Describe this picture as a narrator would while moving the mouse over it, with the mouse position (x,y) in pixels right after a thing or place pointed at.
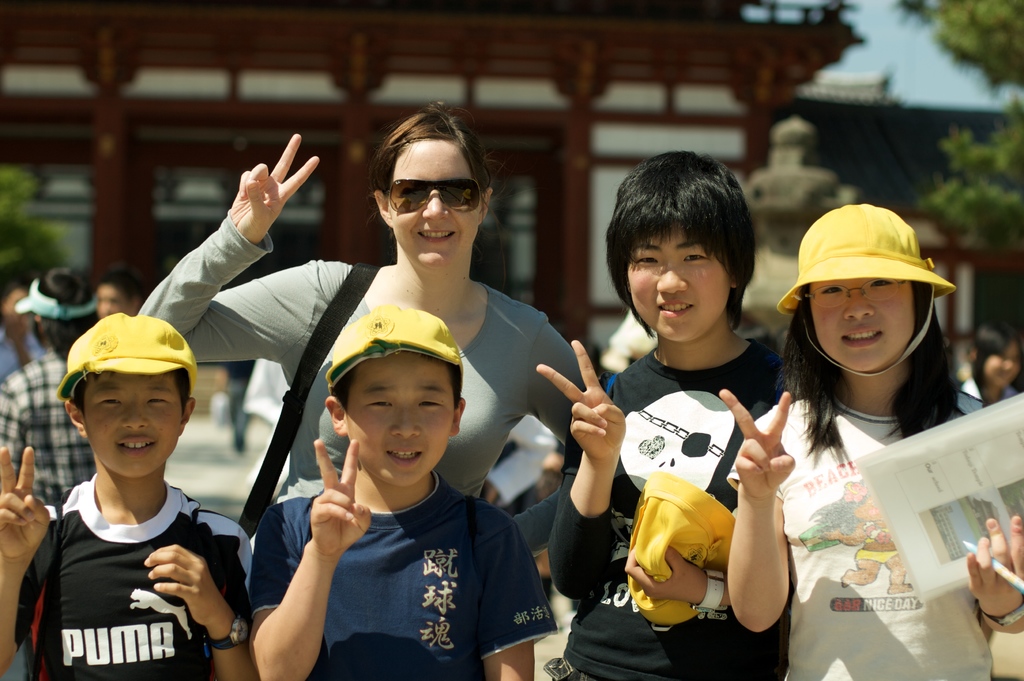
In this image there are four kids (134,552) and a woman (467,324) standing. Three of them are wearing caps (172,359). The girl (887,362) to the right (899,537) is holding a paper (929,535) and a pen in her hand (978,548). Behind them there are a few people (32,384) standing. In the background (298,120) there are buildings (906,151) and trees (978,188). There is a sculpture (781,195) in front of the building (534,253).
